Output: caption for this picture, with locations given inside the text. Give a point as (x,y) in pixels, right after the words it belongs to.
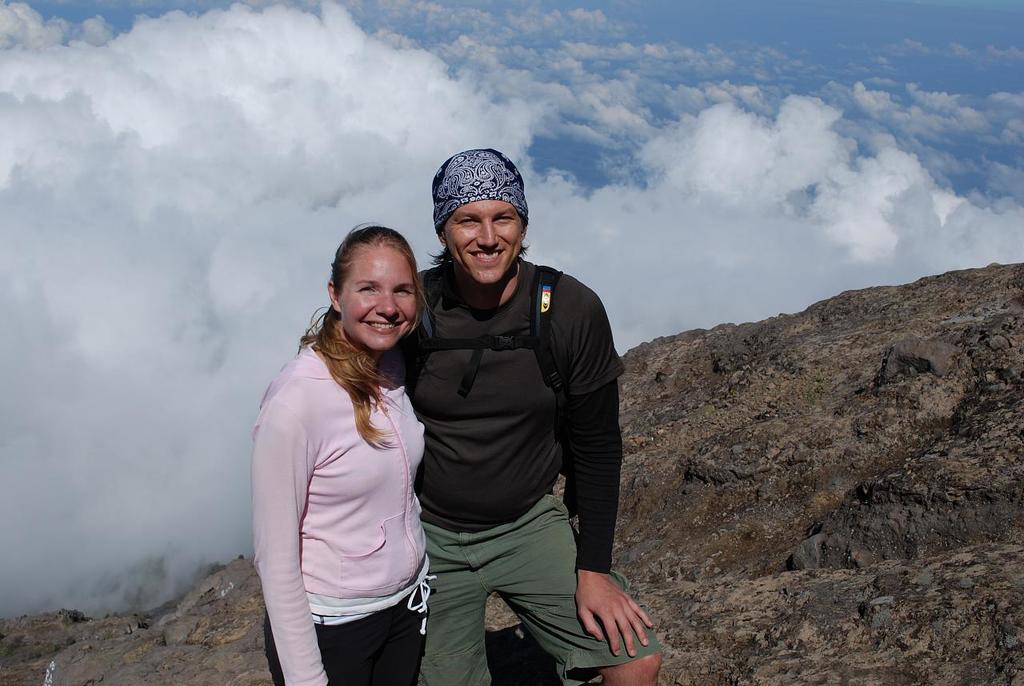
In this picture we can see a woman (392,295) and a man (568,451) standing together with their smiles (391,323). She is in pink color jacket (353,479) with blonde colored hair (351,361). And he is in black color t-shirt (506,463) and green color short (545,583). And on the background (727,486) there is a hill (846,410). And this is the sky (607,165) with heavy clouds (785,195).
